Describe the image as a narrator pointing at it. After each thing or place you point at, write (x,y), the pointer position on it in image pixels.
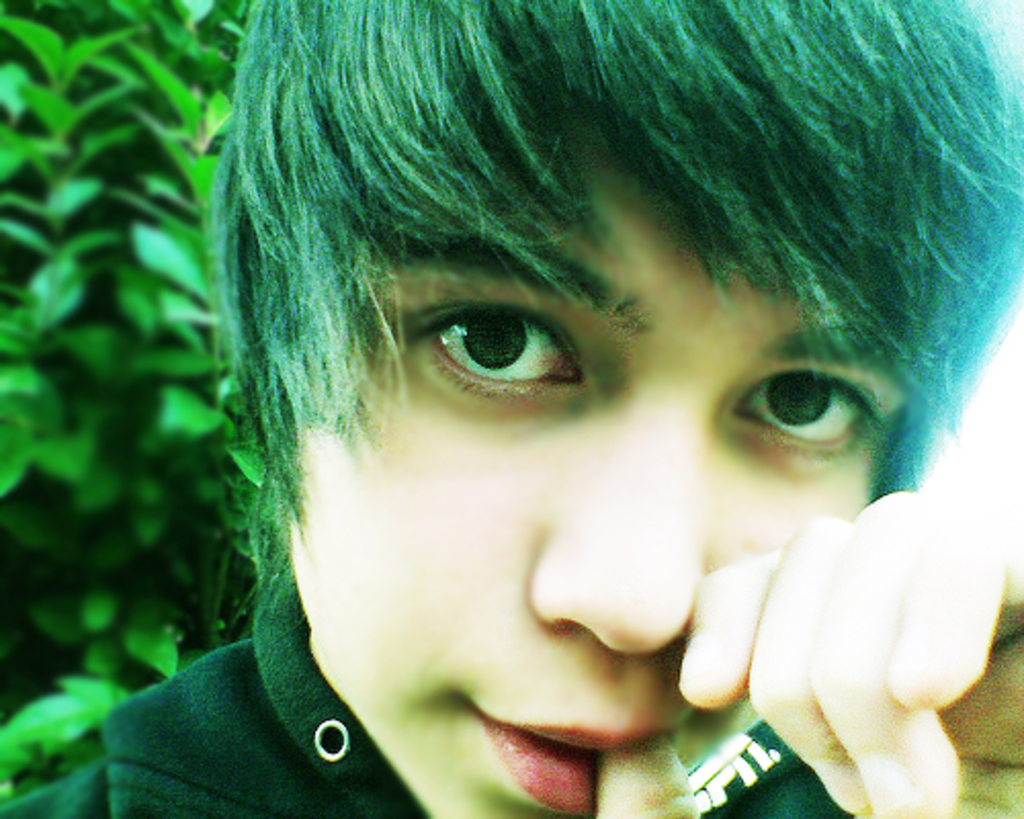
A child (395,393) is wearing black color clothes (329,780), this is a green color plant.
